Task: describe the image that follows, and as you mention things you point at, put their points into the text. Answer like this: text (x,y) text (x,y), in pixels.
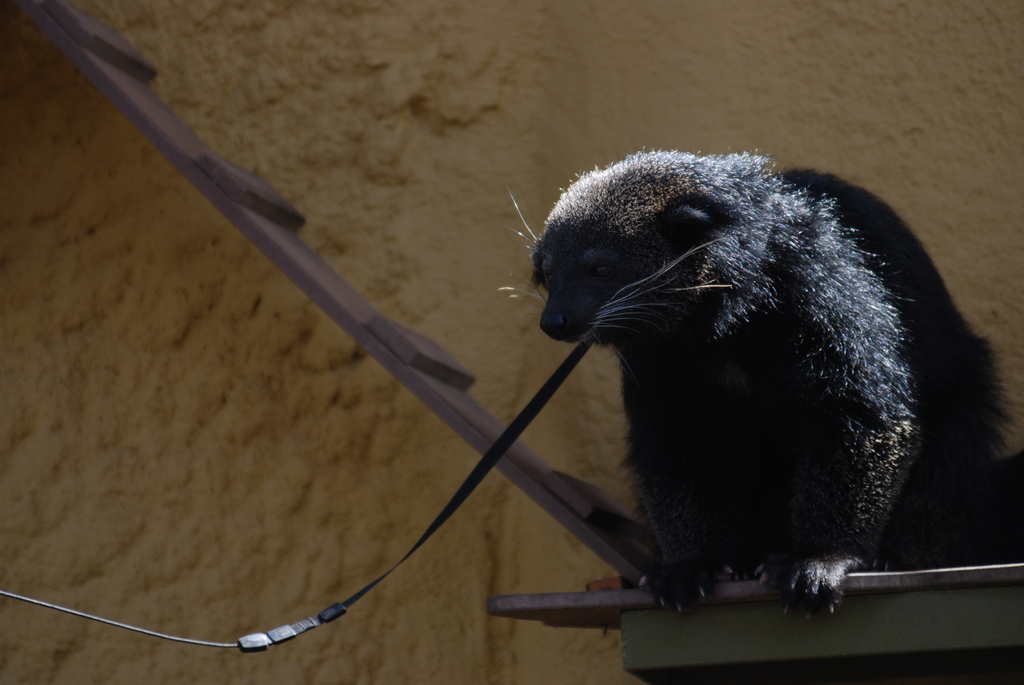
This image consists of an animal (684,452). It is holding a wire (511,425) with its mouth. In the background (321,305), we can see a wall (278,471) and a wooden plank (487,439).
